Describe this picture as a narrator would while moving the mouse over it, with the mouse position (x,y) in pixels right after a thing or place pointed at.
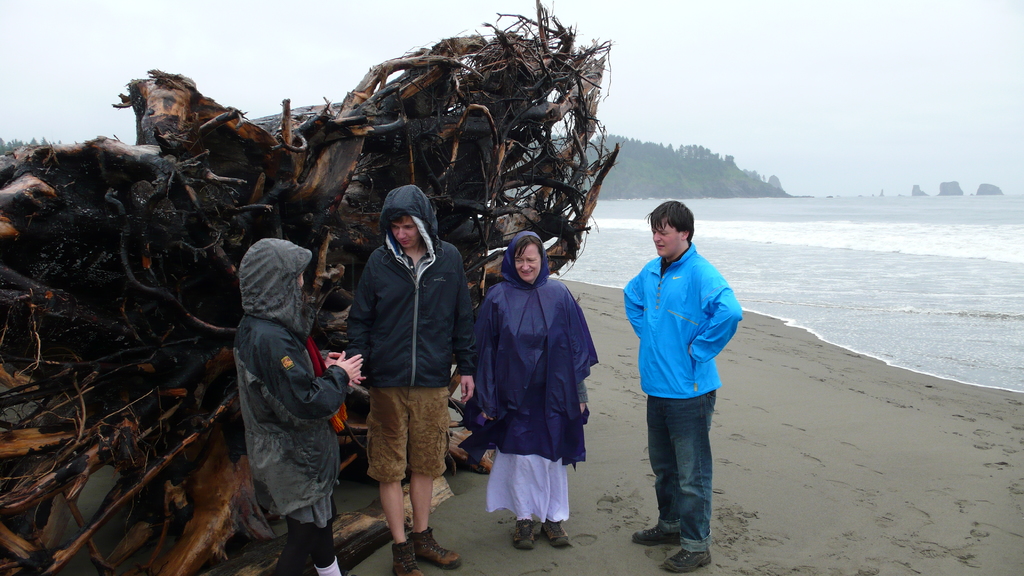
There are four persons (478,427) standing at the bottom of this image (477,427). We can see a wooden object (192,275) on the left side of this image (154,210), and a sea (818,276) on the right side of this image (849,271). There are some trees (634,158) on the mountain (653,152) in the middle of this image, and there is a sky (737,160) in the background (659,59).
